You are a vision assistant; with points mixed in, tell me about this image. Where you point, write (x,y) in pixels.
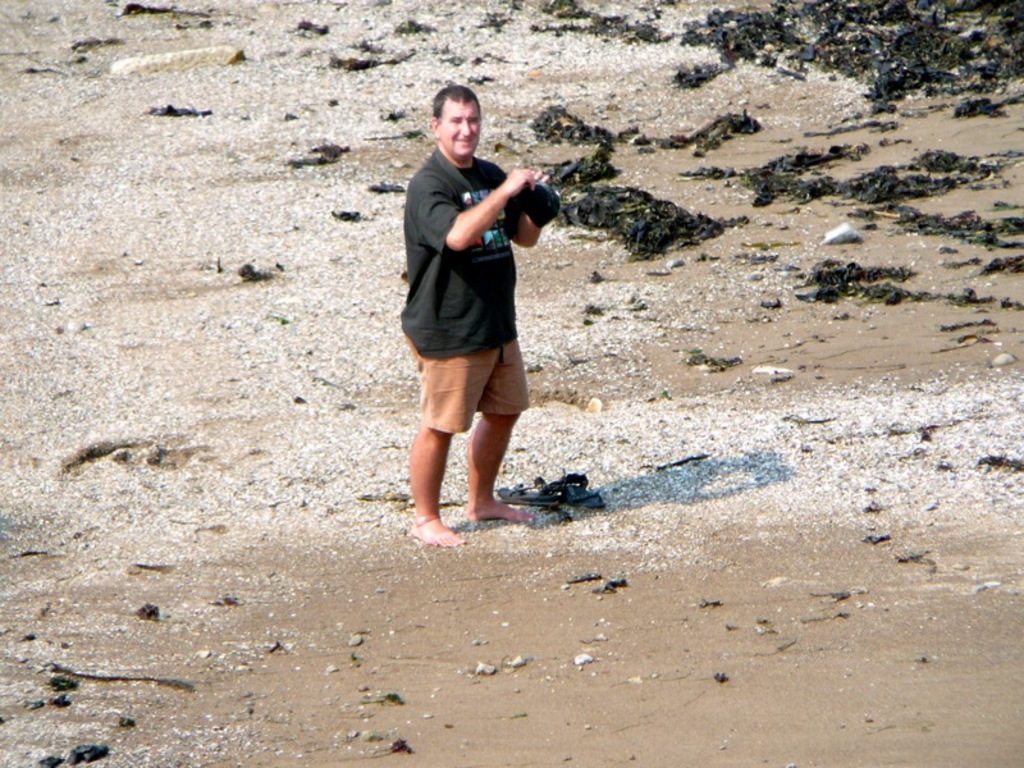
This is an outside view. In the middle of the image (462,385) there is a man (456,257) wearing a t-shirt (471,270), short (498,349), standing facing towards the right side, holding an object (533,209) in the hands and smiling by looking at the picture. There are many stones (269,333) on the ground (307,661).
